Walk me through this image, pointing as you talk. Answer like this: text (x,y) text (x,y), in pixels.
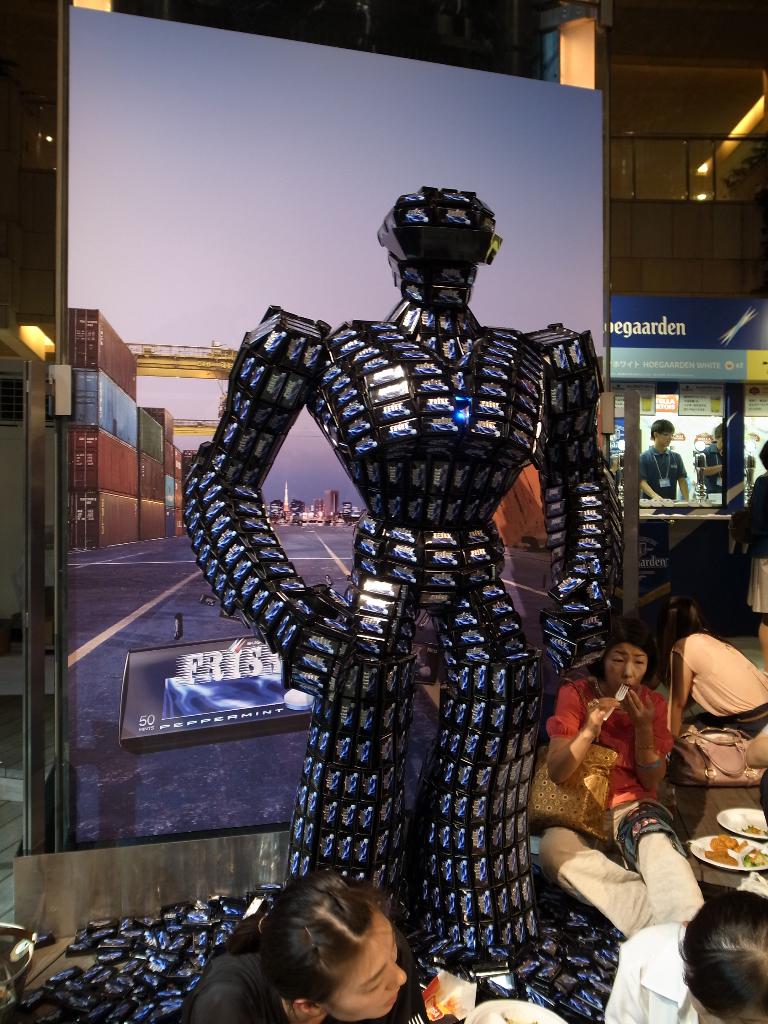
In this image I can see the robot (447,473). In-front of the robot (349,681) I can see few people (680,905) with different color dresses (651,799). I can see one person (637,801) is holding the bag (553,798). In the background (245,656) I can see the screen (357,192) and few people (669,431) inside the stall (679,426). I can also see the railing (679,145) and light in the top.
